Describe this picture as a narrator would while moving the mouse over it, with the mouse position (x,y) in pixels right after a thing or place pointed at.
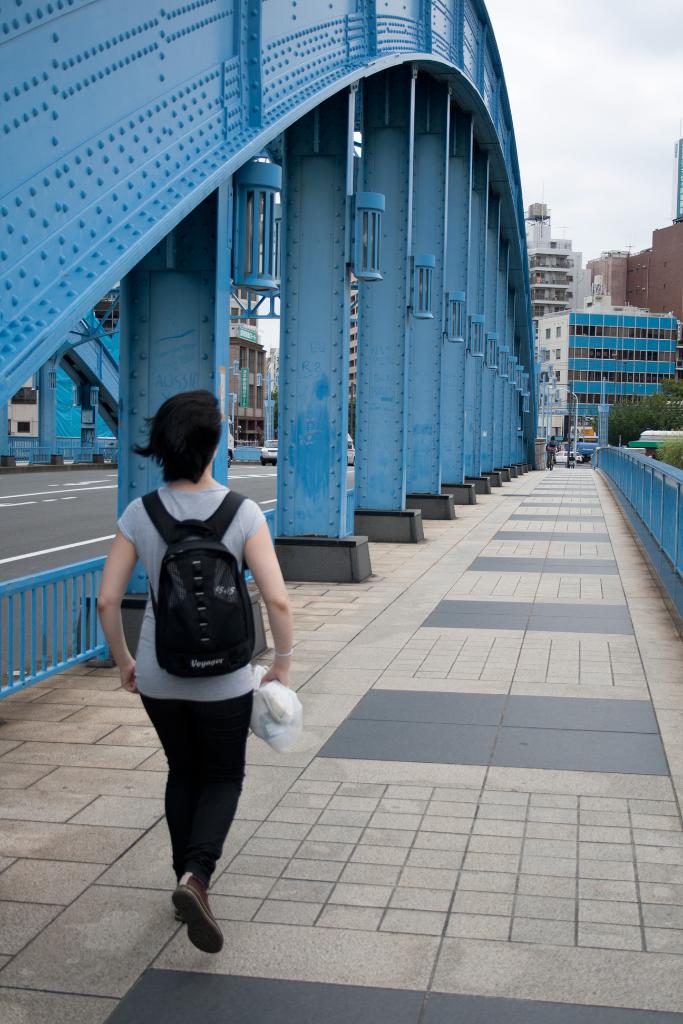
In this image on the right side (468,642) may be there is a foot path (546,729), on which there is a person (115,563) wearing a backpack (217,646), holding a cover (262,679), walking, there are some buildings (631,370), pole (577,410), person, sky (587,166) visible in the top right (581,168). On the left side (59,511) there is a road (46,504), on which there are some vehicles (275,441), there is a railing (103,635), metal pillars (408,278) visible on the left side (64,448).
